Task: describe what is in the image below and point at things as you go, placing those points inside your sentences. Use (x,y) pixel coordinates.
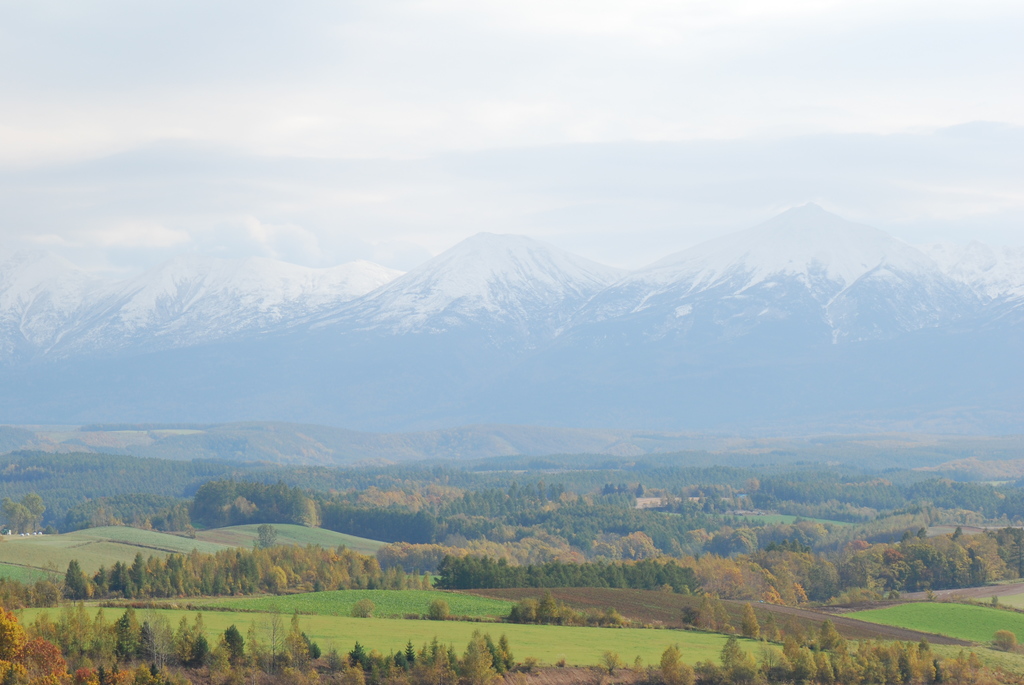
In this image we can see a mountain (509,281) where is the grass (390,607), here are the trees (397,553), here is the snow (542,283), at above here is the sky (295,186).
